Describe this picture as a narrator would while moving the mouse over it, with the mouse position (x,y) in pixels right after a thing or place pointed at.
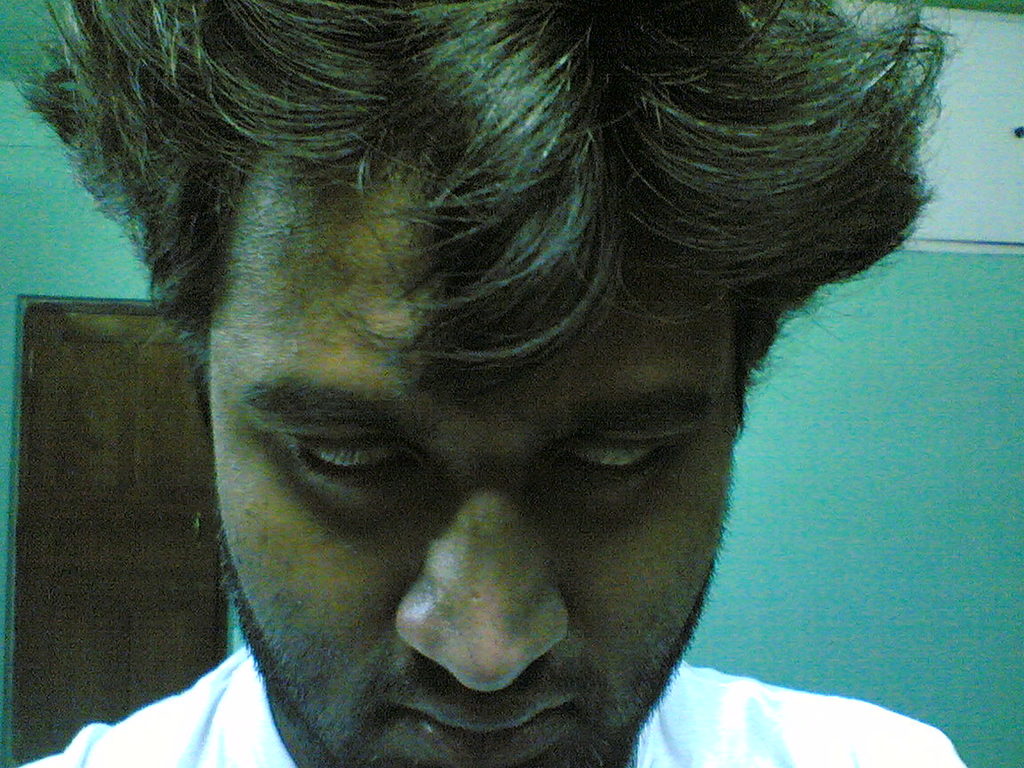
In this image we can see a man (467,374). In the background (934,417), we can see a door (63,427) and the wall (943,270).
